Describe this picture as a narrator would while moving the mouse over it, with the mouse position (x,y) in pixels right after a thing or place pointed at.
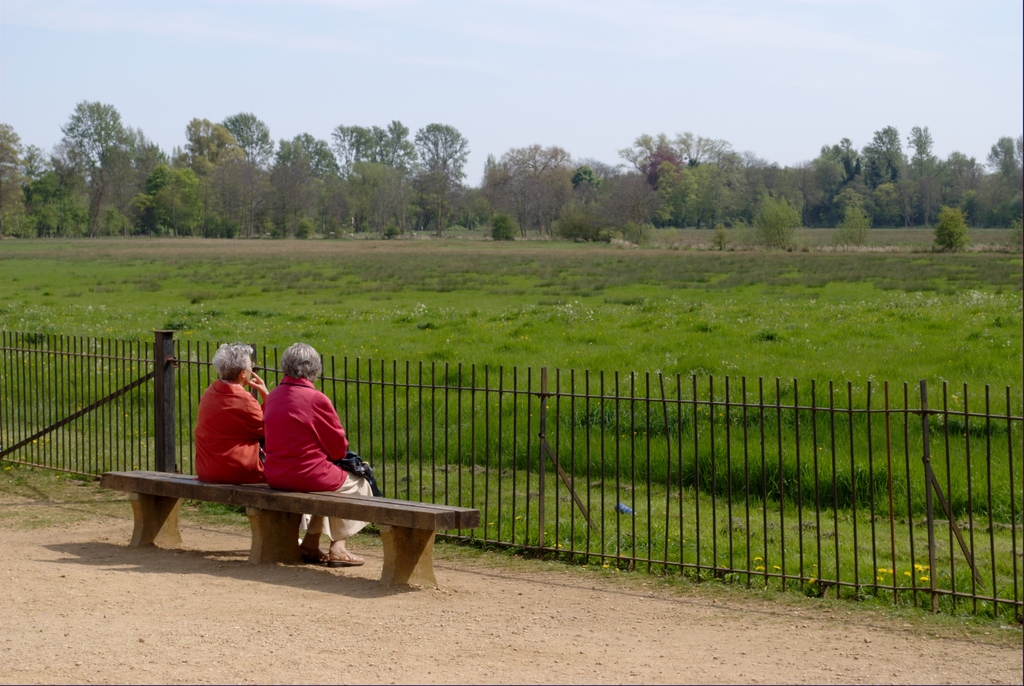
In this picture we can see two persons (258,465) sitting on the bench (420,544). This is grass (688,342) and there is a fence (893,566). Here we can see some yellow colored flowers (876,572). And on the background (360,218) there are many trees (725,162). And this is the sky (569,78).
